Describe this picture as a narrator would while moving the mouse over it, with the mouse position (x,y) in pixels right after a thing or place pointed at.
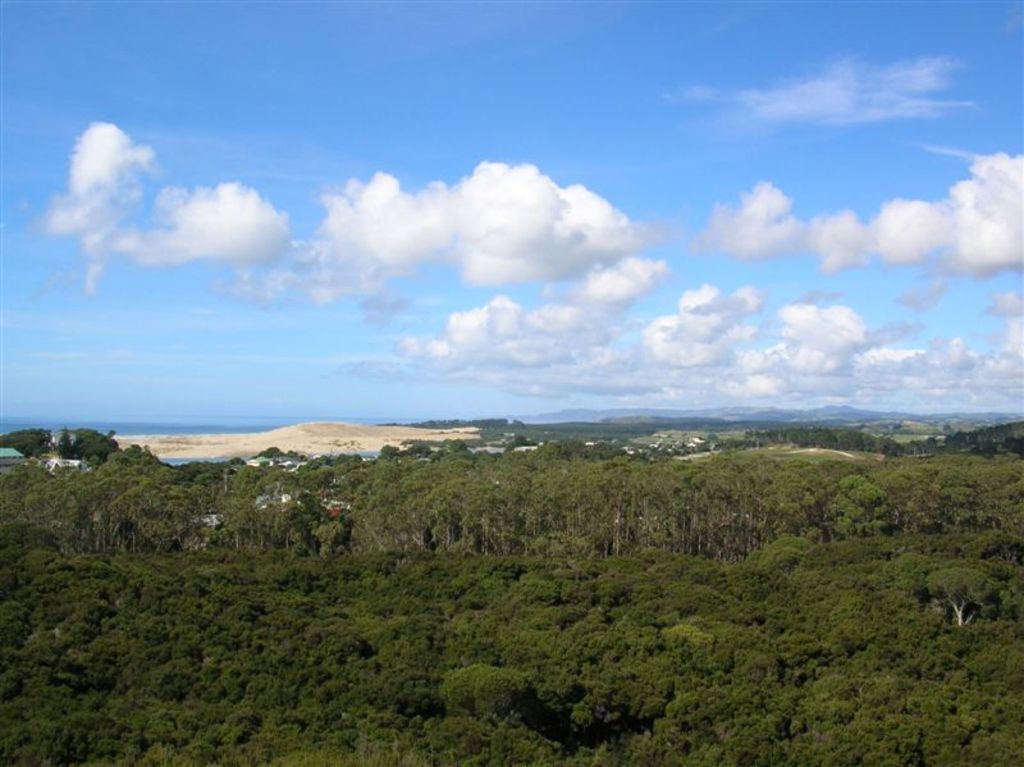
In this image we can see sky (467,210) with clouds (531,252), hills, heap of sand (190,452) and trees (363,551).
